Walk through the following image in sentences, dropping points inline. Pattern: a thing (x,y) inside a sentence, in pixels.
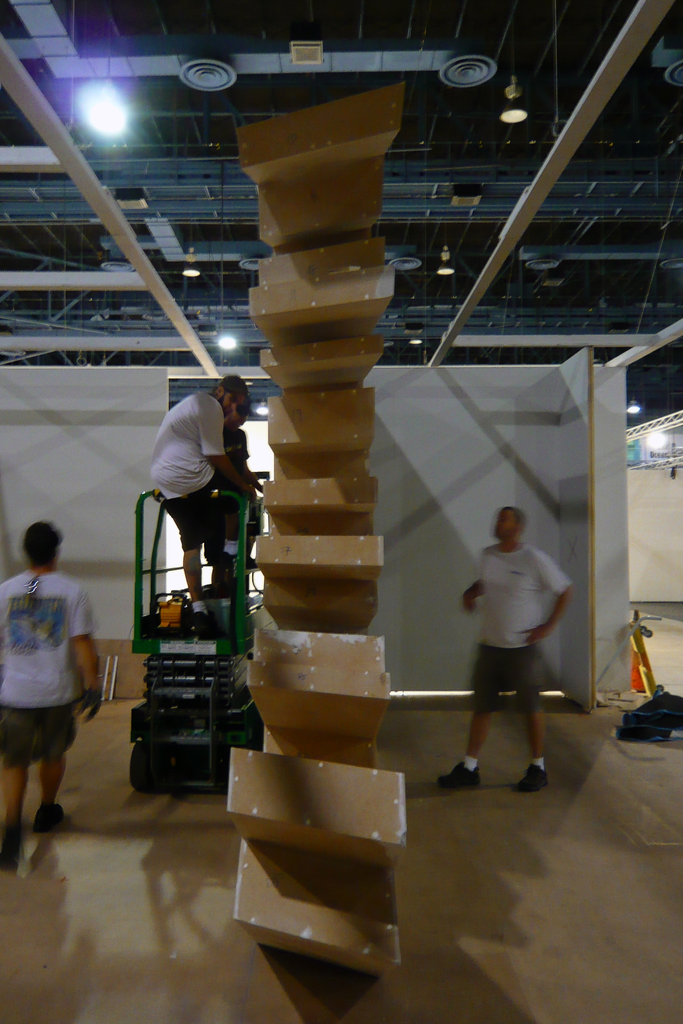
In the picture we can see inside the shed (125,87) with a light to the ceiling (295,105) and a pillar (334,268) which is shaped as a boxes (334,398) and beside it we can see a man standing on the machine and beside him we can see another person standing and on the other side of the pillar (329,409) we can see another man (462,767) they are with white T-shirts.
